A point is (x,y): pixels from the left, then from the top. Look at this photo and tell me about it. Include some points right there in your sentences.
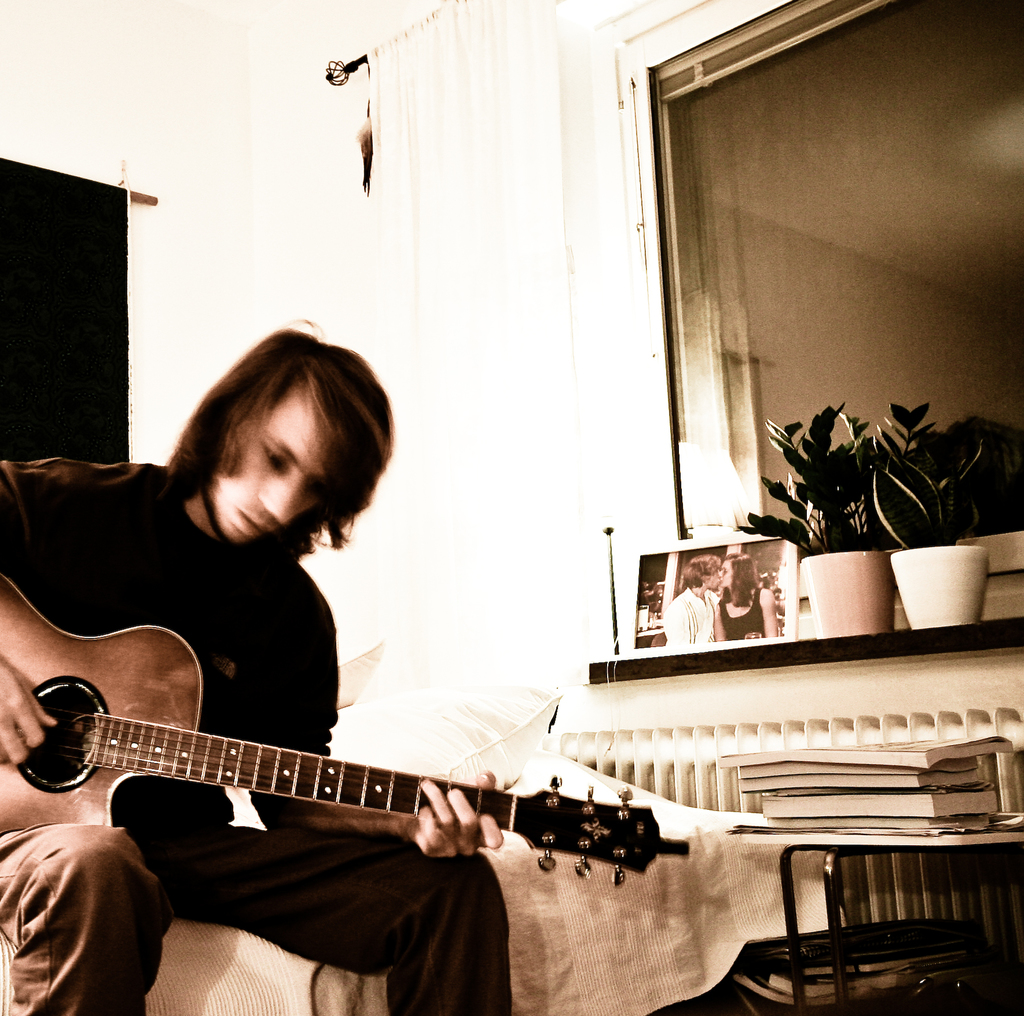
In this image a person (296,335) is sitting on bed (673,886) is playing a guitar (19,591). Right side (842,787) there is a stand (784,844) having some books (779,816) on it. There is a shelf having two pots (865,559) with plant (840,516) and a picture frame (783,593) of two persons (731,604). Backside of it there is a window (730,496).
